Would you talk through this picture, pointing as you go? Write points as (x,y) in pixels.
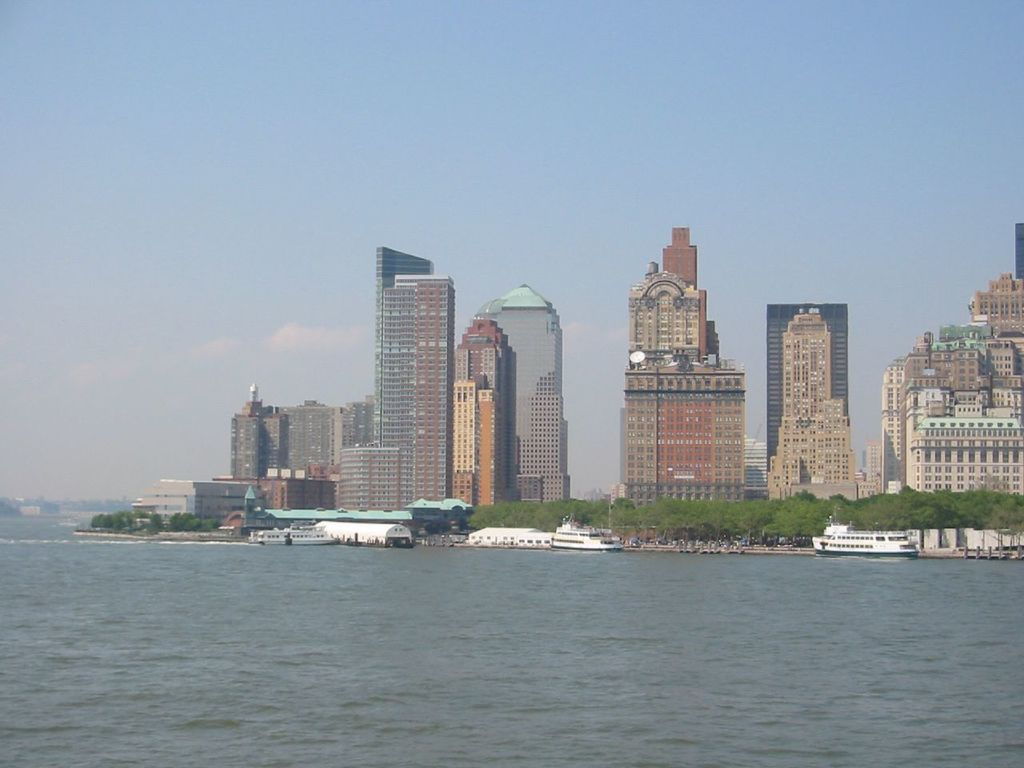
In the center of the image (389,271) there are buildings (350,537). There are boats (568,537). At the bottom of the image (173,596) there is water (518,681). There are trees (930,500).
